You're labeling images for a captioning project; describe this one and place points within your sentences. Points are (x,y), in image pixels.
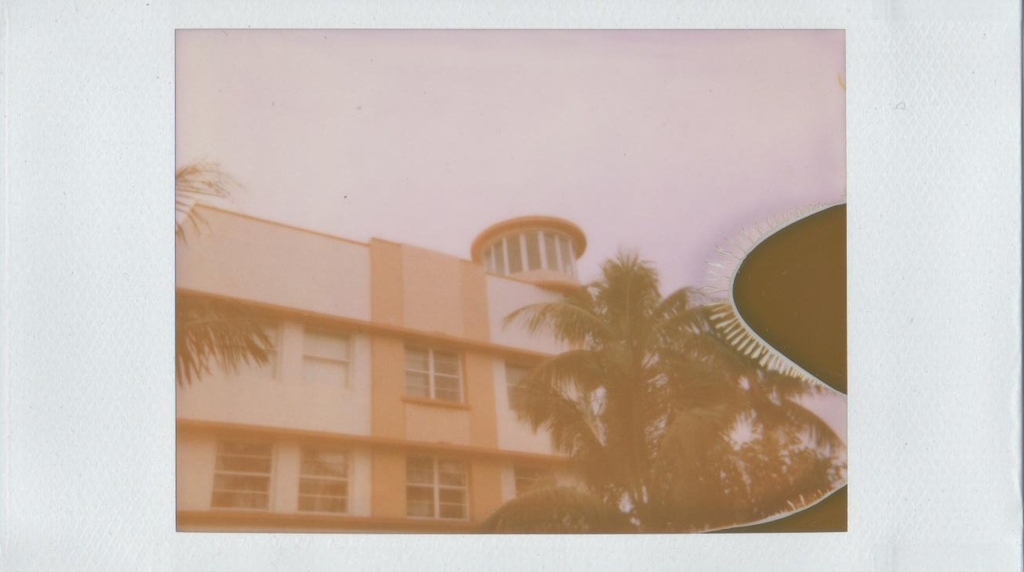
This is an edited image. I can see trees (673,440) and a building (336,472) with windows (436,376). In the background (220,147), there is the sky (382,130).
